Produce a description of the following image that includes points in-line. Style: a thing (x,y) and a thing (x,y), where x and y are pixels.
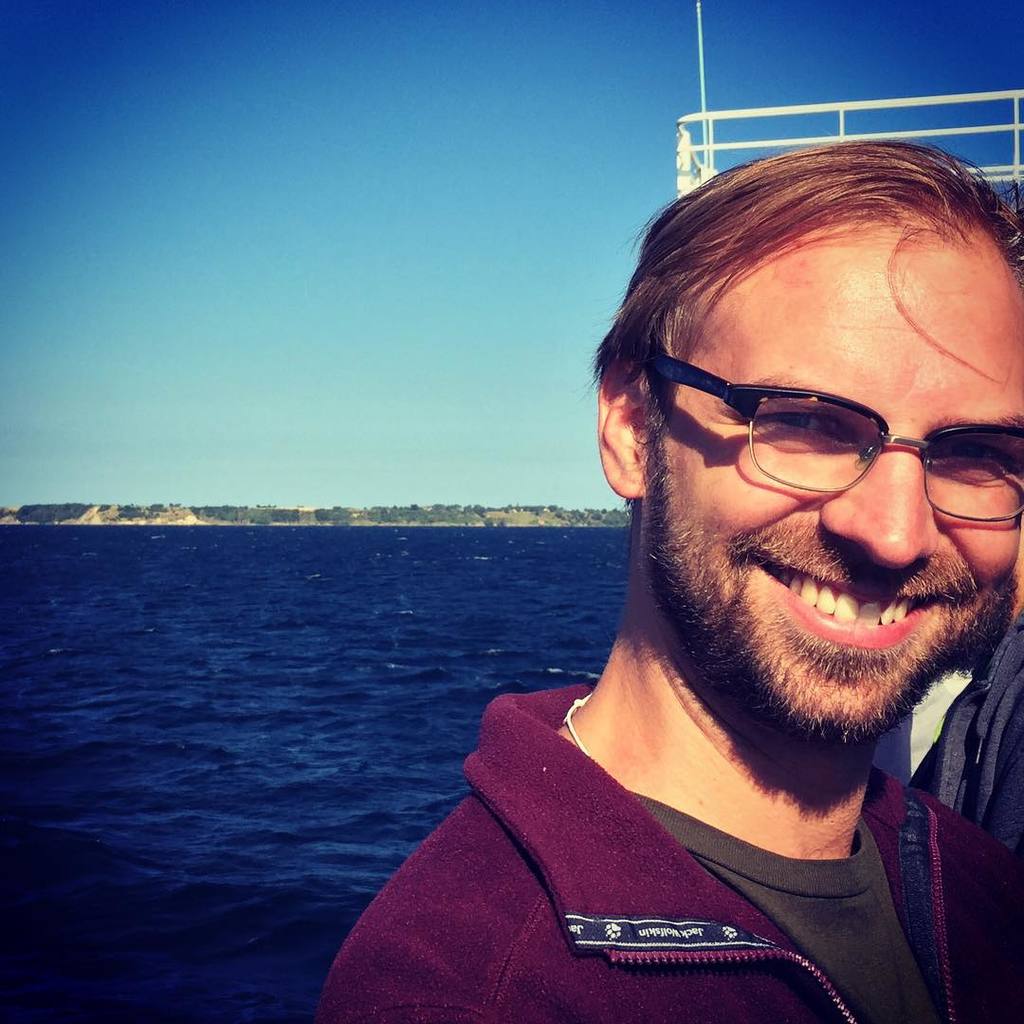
This picture is clicked outside. On the right (897,310) we can see a man (640,624) wearing spectacles (774,459), smiling and we can see the metal rods (761,111) and in the background (413,648) we can see a water body (285,622), sky (268,292), trees (397,510) and some other objects (435,522).
